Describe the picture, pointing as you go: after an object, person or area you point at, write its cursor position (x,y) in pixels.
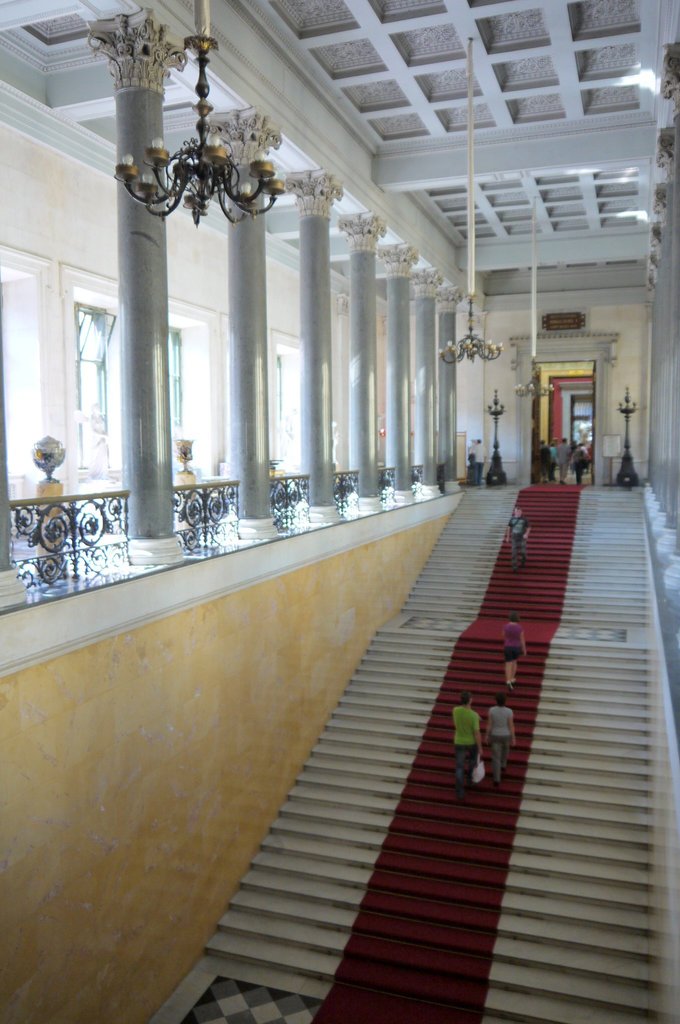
In this image, we can see some stairs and there are some people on the stairs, we can see some pillars (678,411) and there is a fence (190,542).
